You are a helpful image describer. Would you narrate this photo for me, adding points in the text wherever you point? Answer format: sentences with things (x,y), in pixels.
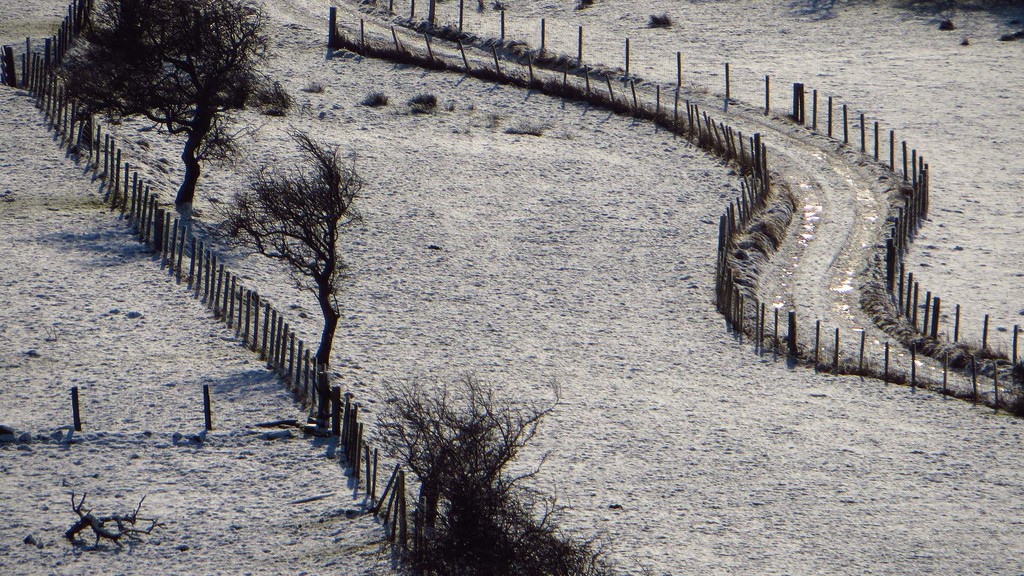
In this picture we can see land (471,313), trees (143,42) and fencing (313,410).
